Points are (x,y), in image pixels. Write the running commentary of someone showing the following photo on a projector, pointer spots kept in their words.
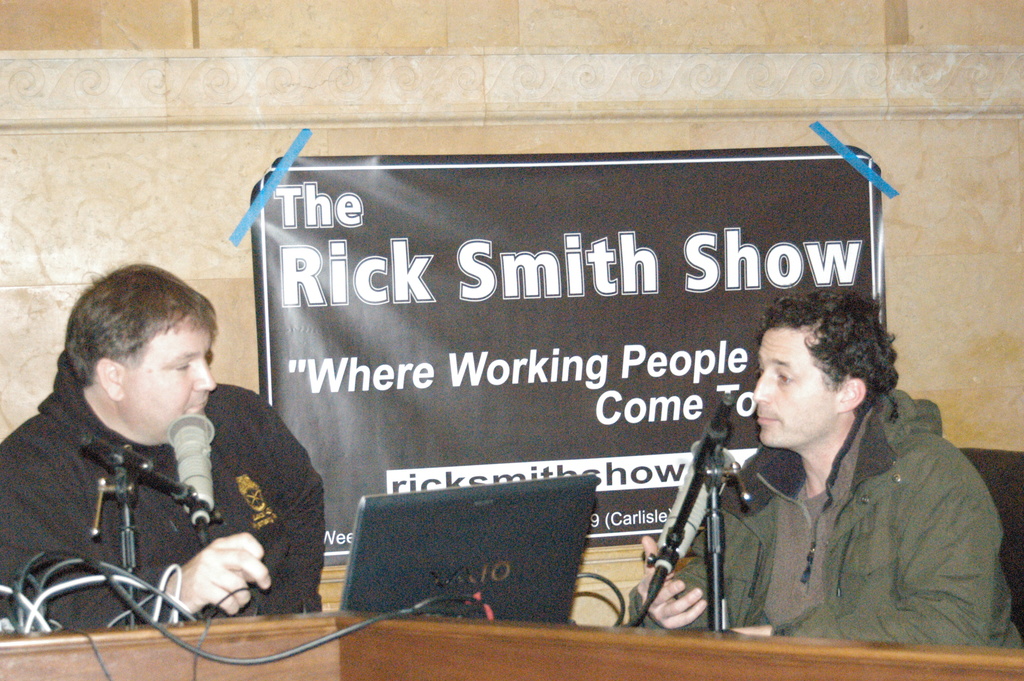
In this image there is a desk (610,637), on that desk (571,646) there a laptop (393,573) and there are mike's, behind the desk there are two persons (919,588) sitting on chairs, in the background (253,106) there is a wall (823,105) for that wall (1007,362) there is banner (632,321) on that there is some text (607,408).
